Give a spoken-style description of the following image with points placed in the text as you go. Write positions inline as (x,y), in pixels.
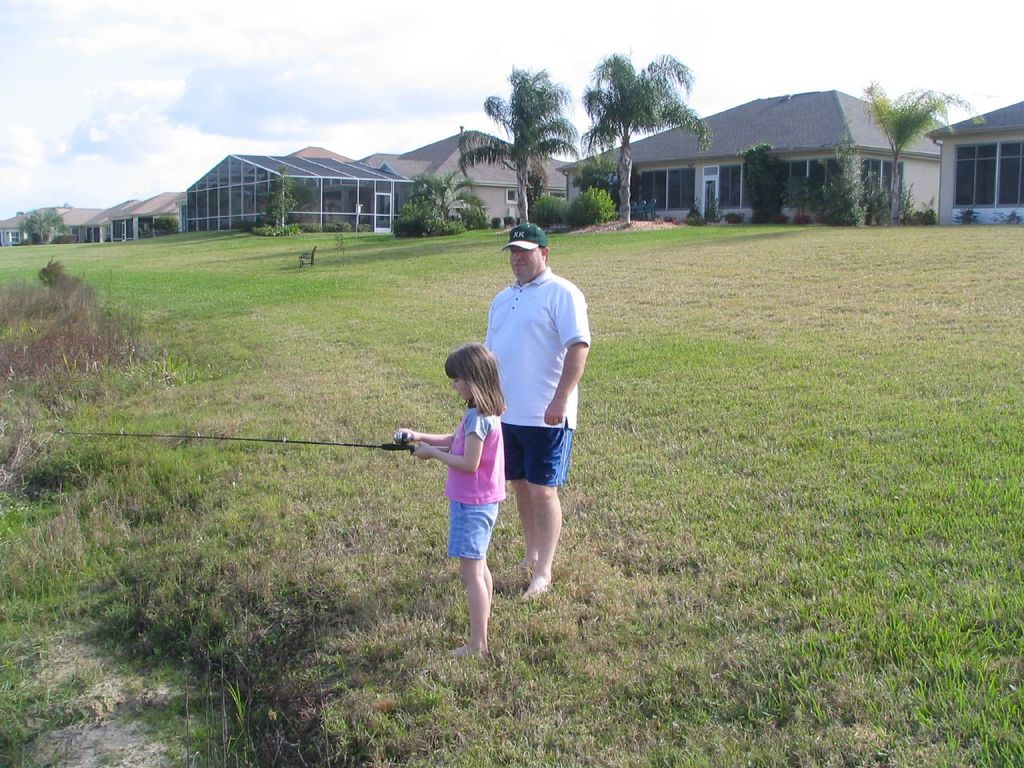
In this image, we can see some grass (309,317), trees (520,146), plants (970,210) and roof houses (881,154). There is a person (538,307) in the middle of the image (517,365) standing and wearing clothes (544,348). There is a kid (451,651) at the bottom of the image (450,522) holding a stick (405,444) with her hand (423,448). There are clouds (371,105) in the sky (467,73).
